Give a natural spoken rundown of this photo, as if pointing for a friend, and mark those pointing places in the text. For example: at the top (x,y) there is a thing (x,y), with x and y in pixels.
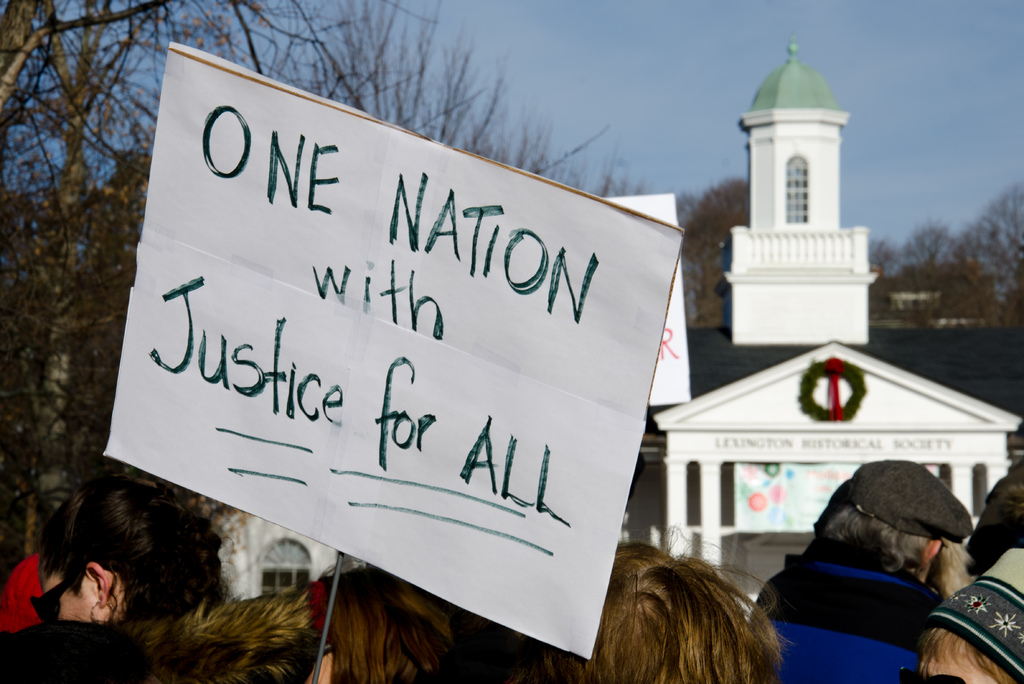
In this image we can see one building (778,382), some people (786,587) are standing, one white board (543,468) with text (371,463), some trees (1000,258), one red object (837,390) attached to the building (819,91), one board (346,540) with text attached to the pole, some text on the building (788,454), one banner (768,499) with text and images (758,507) attached to the building (805,424). At the top (931,92) there is the sky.
